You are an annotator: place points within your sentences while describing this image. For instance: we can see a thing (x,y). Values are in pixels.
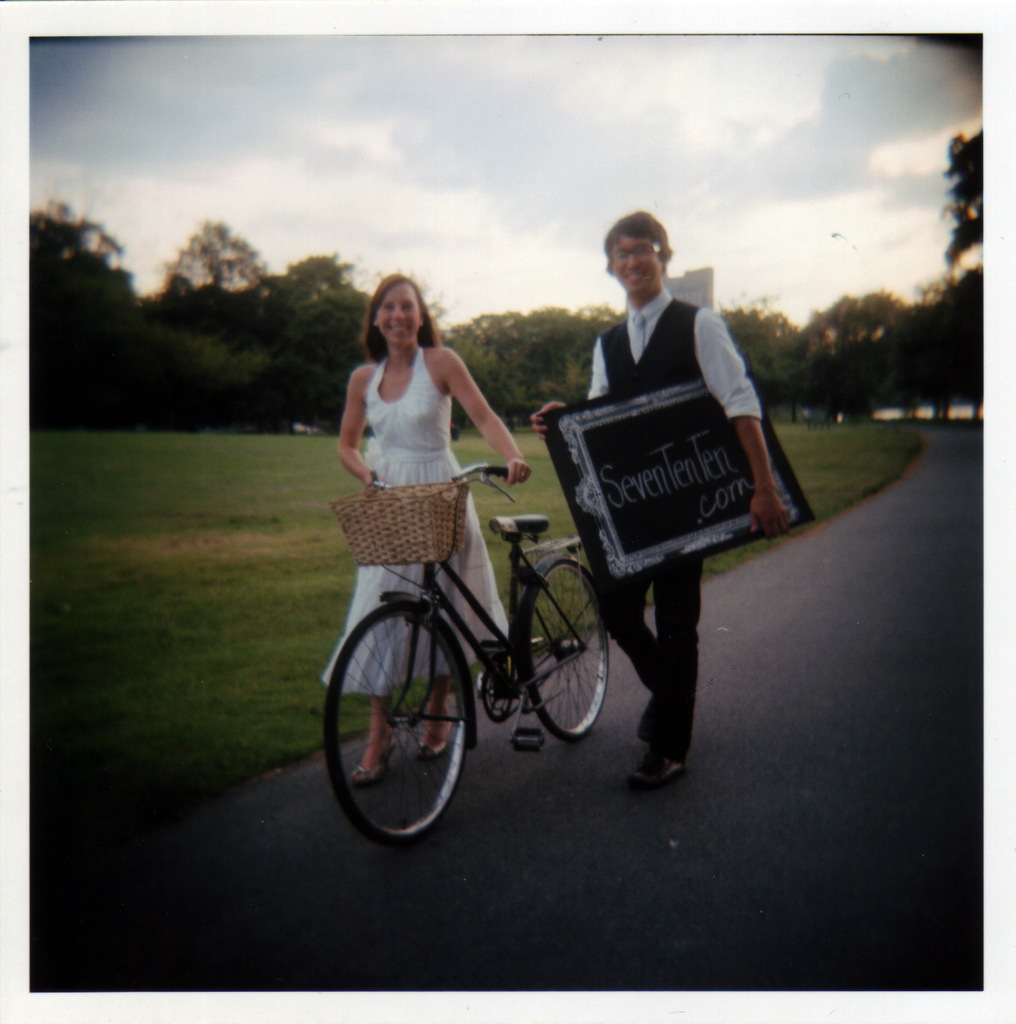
In this picture there is a couple (637,260) walking on the roadside (514,855), holding the blackboard (735,494) in the hand (759,497). Beside there is a girl (427,477) with a bicycle (432,585). In the Background (197,544) there is a green lawn (204,489) and some trees (201,270).
